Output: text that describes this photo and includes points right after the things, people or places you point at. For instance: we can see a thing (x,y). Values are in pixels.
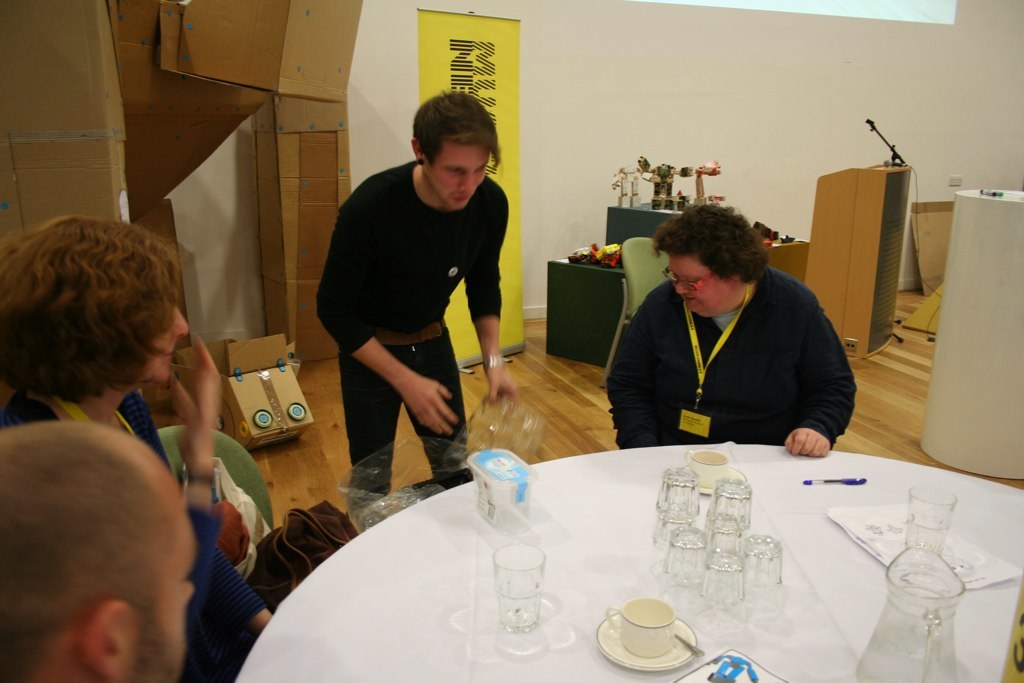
In this image i can see a group of people (90,447) some are standing and some are sitting, the man (445,212) standing here is wearing a black dress (447,225), a woman (716,327) sitting here is wearing a black jacket (748,410) and a badge (693,426), there are few glasses (689,521), pen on a table (815,560), there is a white cloth (616,511) on a table (616,511) at the back ground (290,426) i can see a card board (279,411), a banner (429,89) in yellow color, few machines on a table (654,229), a podium (832,197) and a wall (744,88).
